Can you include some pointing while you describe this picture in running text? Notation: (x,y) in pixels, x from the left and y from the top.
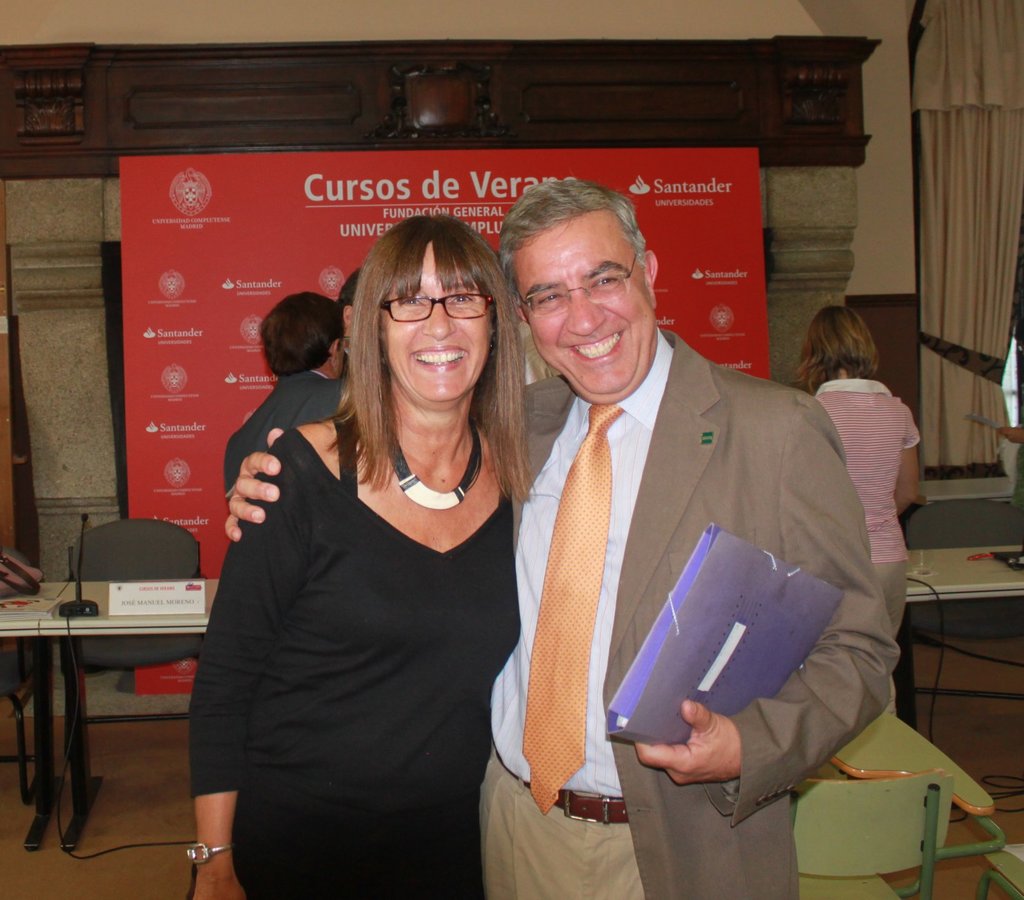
In this image in the center (592,348) on the right side (702,497) there is one man (592,475) who is standing and smiling and he is holding a file (723,647). On the left side (340,739) there is one woman (372,629) who is standing and smiling. On the background (225,30) there is wall (581,29), on the right side (961,276) there is one curtain (974,187) and one board (199,202) is there and in the center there is one table (963,589) on that table (955,574) there are some mics (75,603) and name plates (166,583) and some wires (940,624) are there.
